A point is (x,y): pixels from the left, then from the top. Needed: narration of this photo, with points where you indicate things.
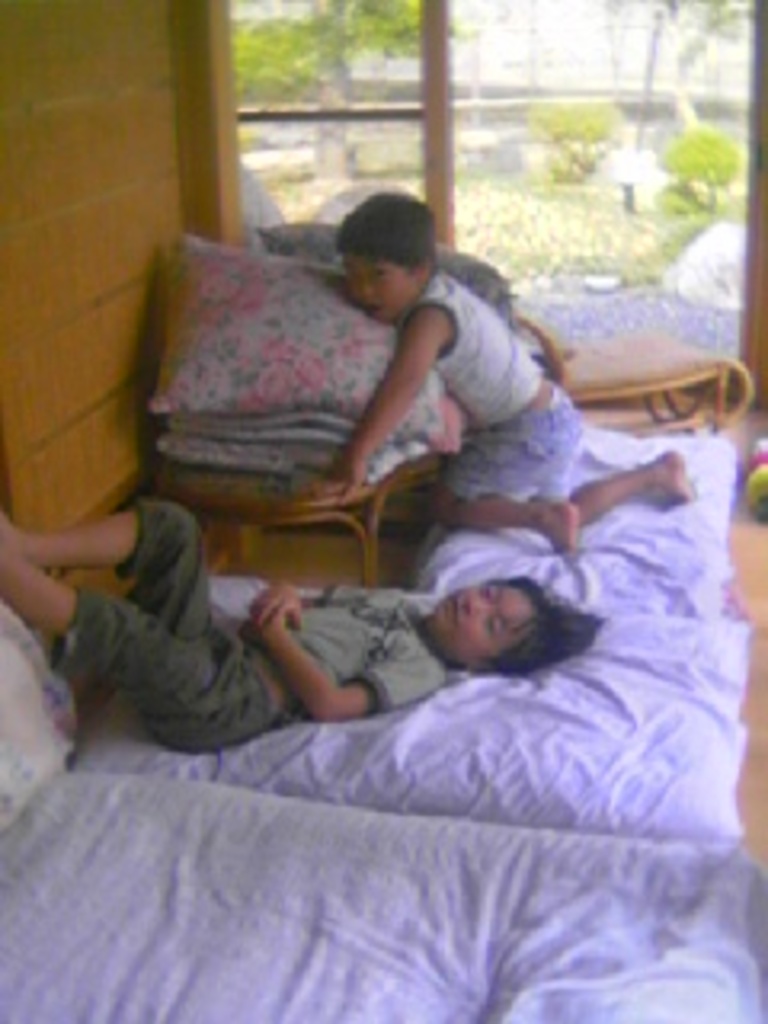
The image is inside the room (460,1009). In the image there are two kids (561,437) one kid (465,653) is lying on bed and other kid (460,383) is kneeling and holding pillows (350,414) on his hands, in background (464,198) there is a glass door (437,198), plants (697,147) and some trees (676,156).
